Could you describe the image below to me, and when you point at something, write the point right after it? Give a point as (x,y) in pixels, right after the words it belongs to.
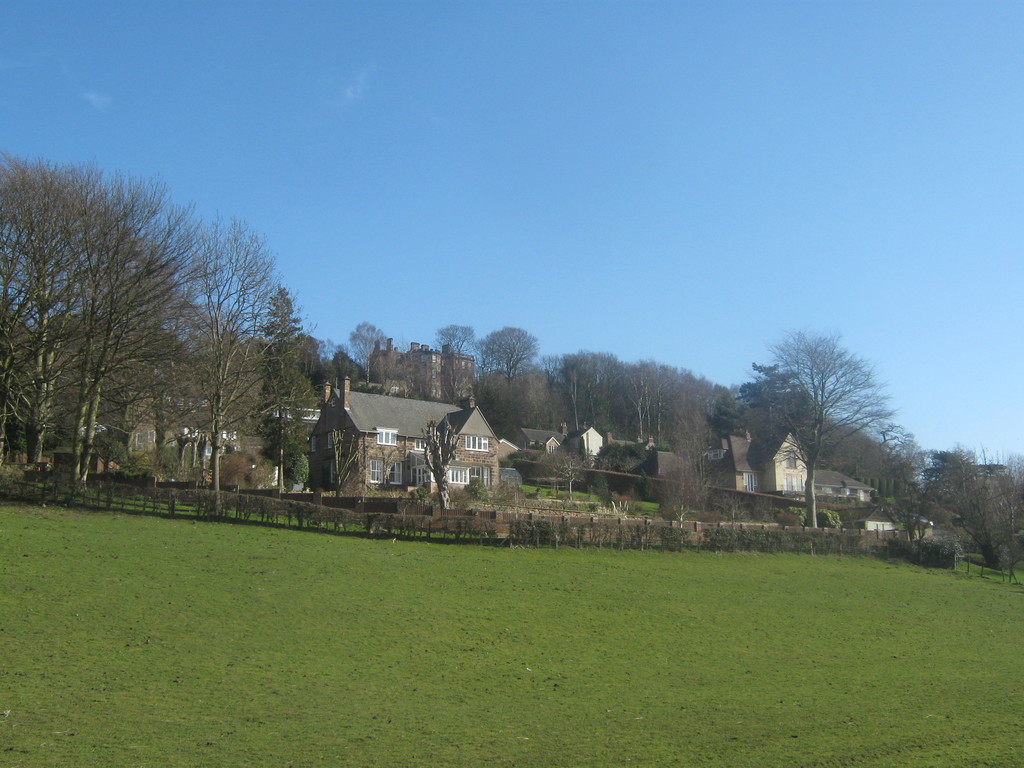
In this image we can see grass (435,637), few buildings (581,438), trees (643,389) and the sky (538,155) in the background (512,150).
